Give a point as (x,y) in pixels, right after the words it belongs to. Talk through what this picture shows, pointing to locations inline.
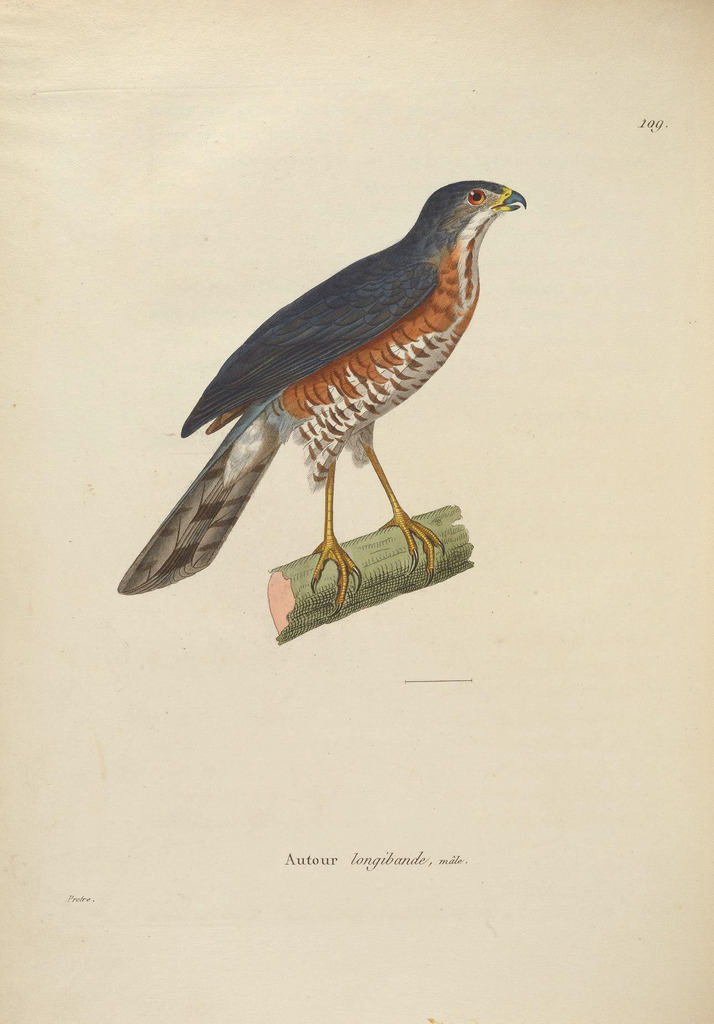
In this image we can see a bird (280,372) on the wooden log (326,614). Here we can see some edited text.
